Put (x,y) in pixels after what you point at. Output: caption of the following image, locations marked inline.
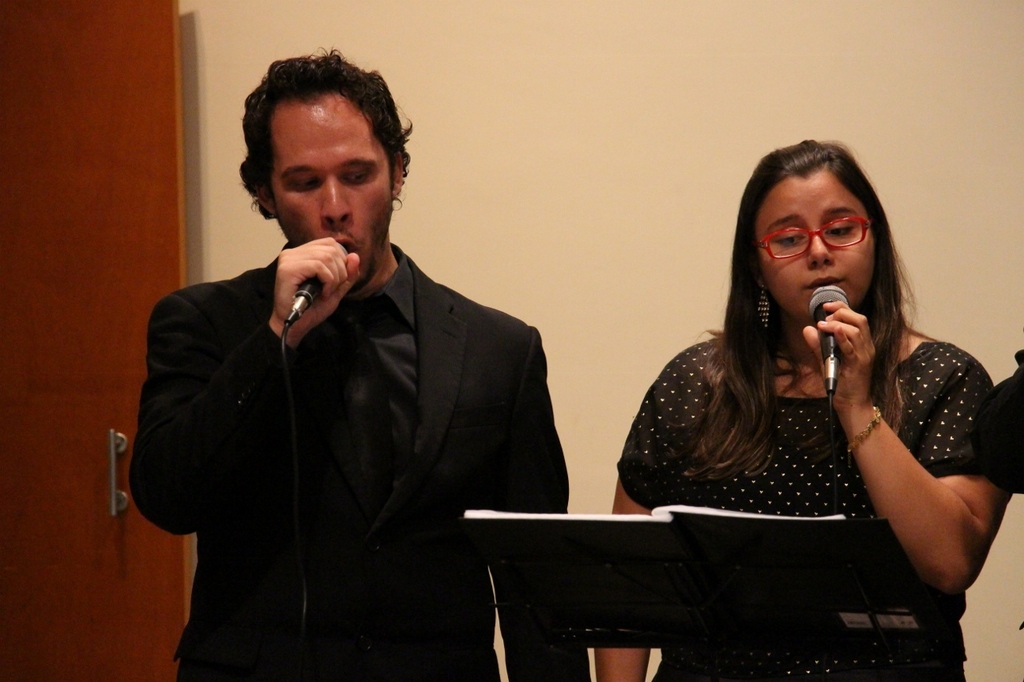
In this image I see a man (324,239) and a woman (871,273) who are holding mics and both of them are standing and there is stand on which there is a book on this and I can also see that these both are wearing black dresses (282,666). In the background (69,346) I see the door (169,238) and the wall (1013,25).
